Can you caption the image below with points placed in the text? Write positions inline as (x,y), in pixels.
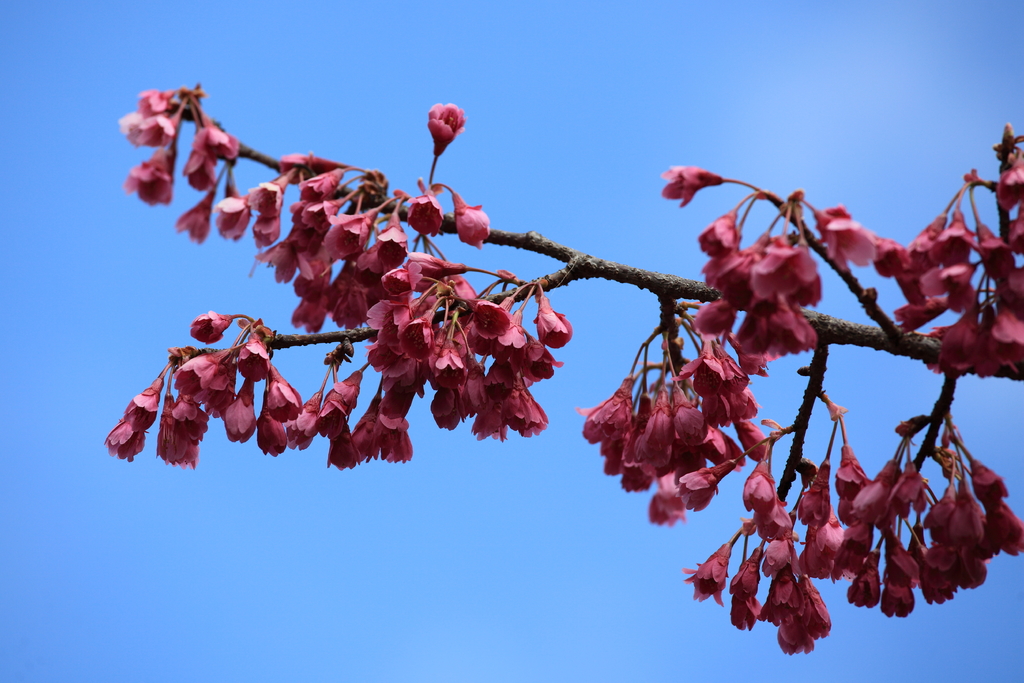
In this image we can see flowers (559,316), and branches (657,276) of a tree (604,270), also we can see the sky (254,657).
